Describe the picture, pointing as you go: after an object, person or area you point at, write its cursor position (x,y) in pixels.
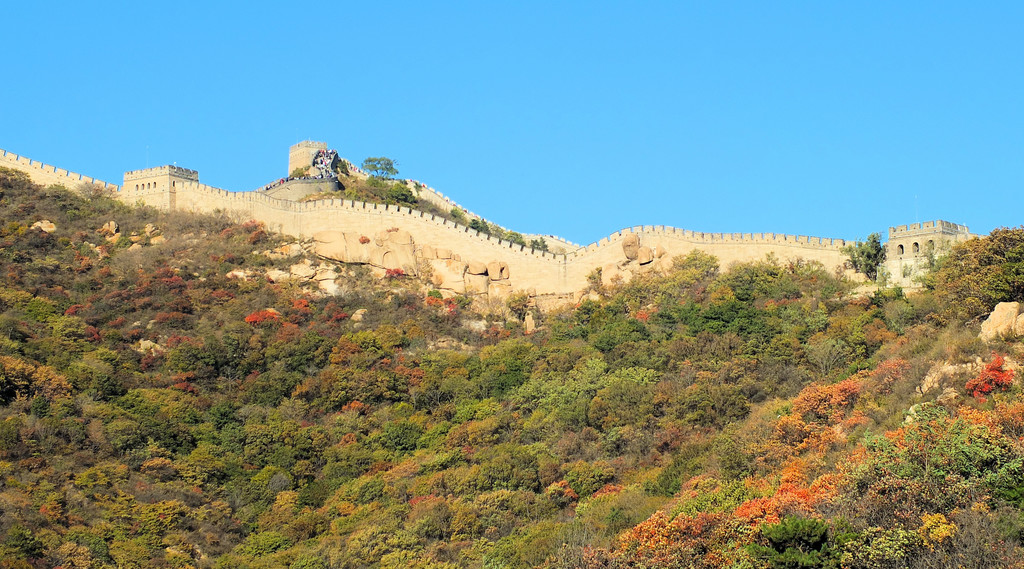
In this image in the front (352,462) there are trees (560,510) and plants (574,512). In the background (427,232) there is a fort (294,222) and there are stones (639,278).
